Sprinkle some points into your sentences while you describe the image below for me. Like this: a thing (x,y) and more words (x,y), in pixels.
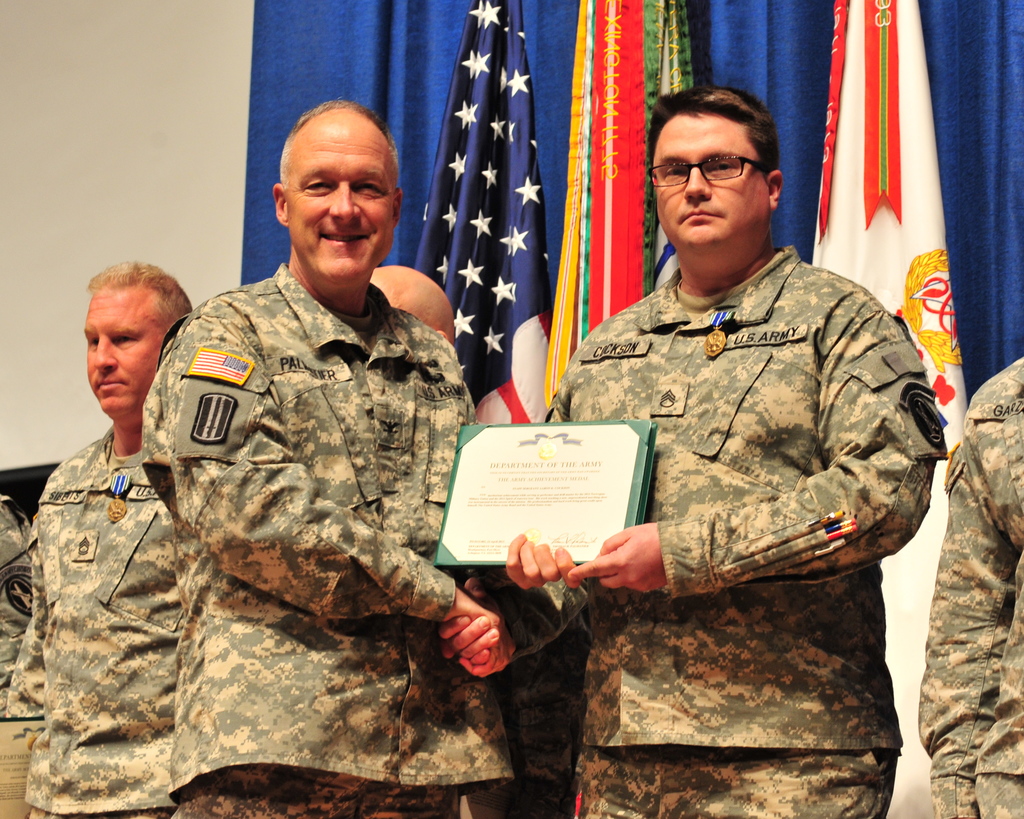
In this image I can see two persons (291,472) wearing uniforms (287,518) are standing and holding an object (556,542) in their hands (549,554) and shaking hands (471,614). In the background (160,530) I can see few other persons (166,553), few flags (897,248) which are blue, white, orange, green and red in color and I can see the white colored wall (132,116).
